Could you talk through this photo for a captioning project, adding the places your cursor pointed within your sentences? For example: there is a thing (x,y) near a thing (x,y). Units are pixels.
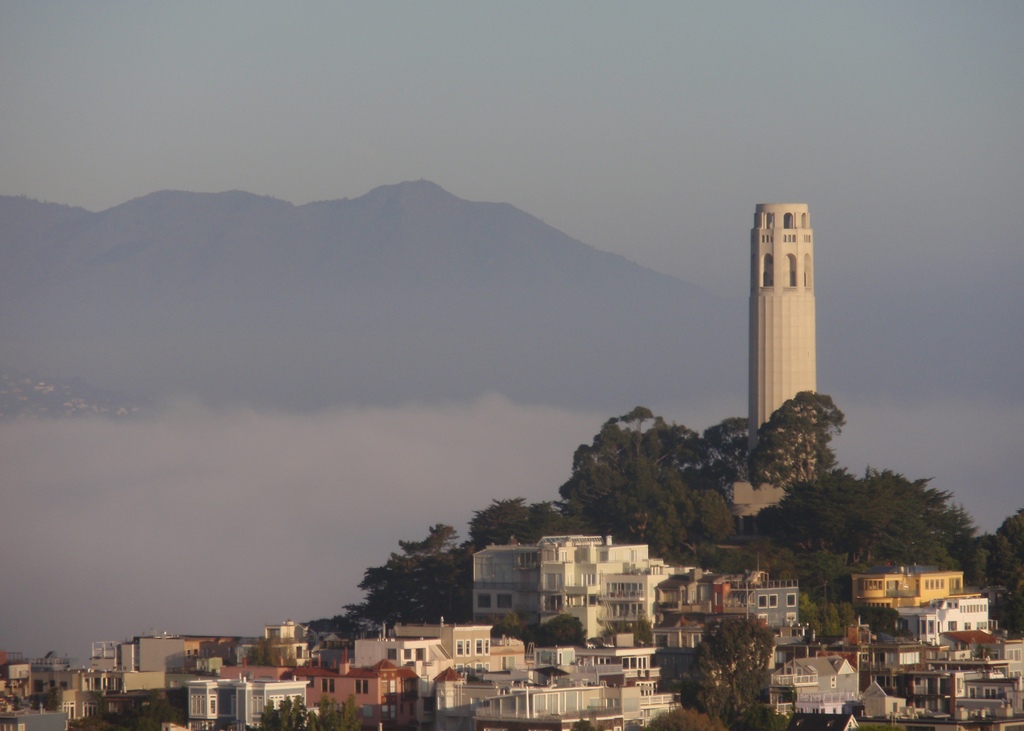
In this picture we can see few buildings (617,578), trees (718,498) and a tower (771,307), in the background (590,294) we can see hills (300,341).
